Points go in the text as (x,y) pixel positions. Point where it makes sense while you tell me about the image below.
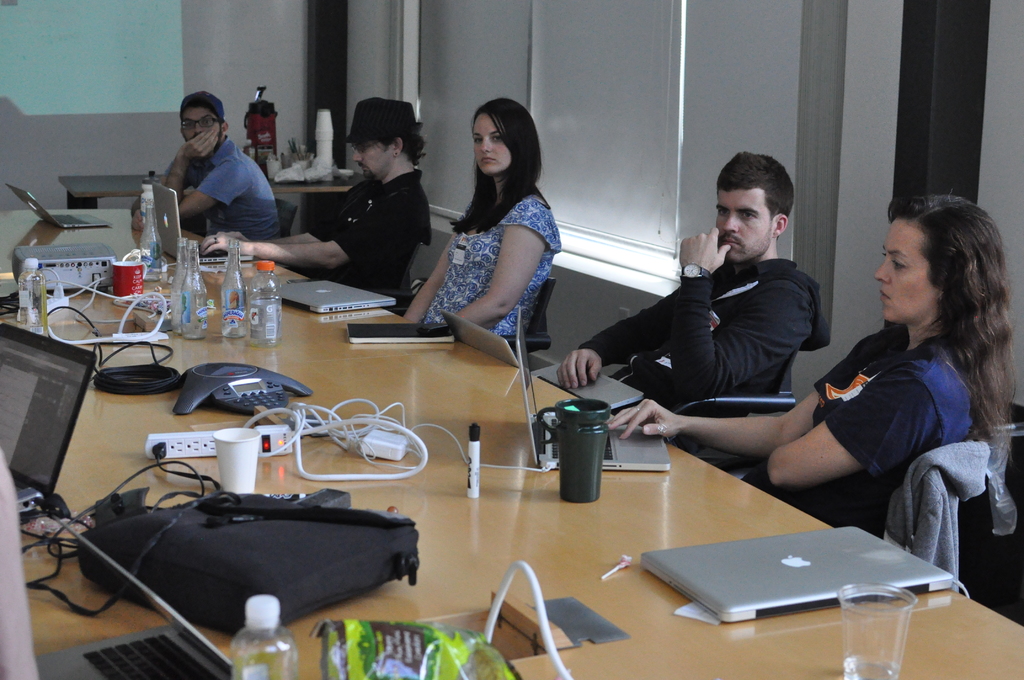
In this picture there are some people (880,422) sitting in the chairs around the table (389,617) on which a bags (236,524), spike plugs (278,440), laptops (616,462), cups (594,487) and water bottles (185,310) were placed. In the background (38,69) there is a projector display screen (114,68) on the wall (226,54).
